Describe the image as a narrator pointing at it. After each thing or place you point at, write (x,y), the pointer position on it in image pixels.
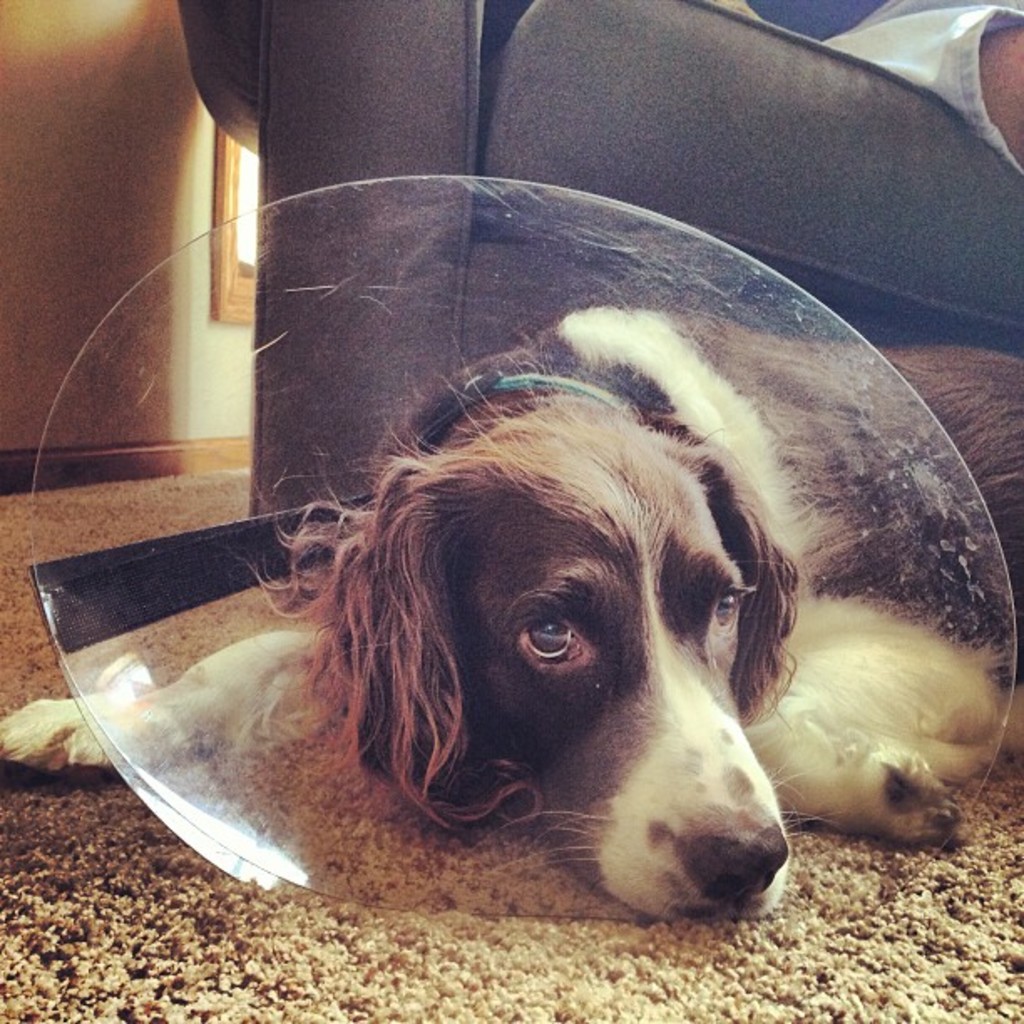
In this image, we can see a dog (433,495). There is a couch (488,82) at the top of the image (553,54). There is a wall (120,123) in the top left of the image (120,123).
